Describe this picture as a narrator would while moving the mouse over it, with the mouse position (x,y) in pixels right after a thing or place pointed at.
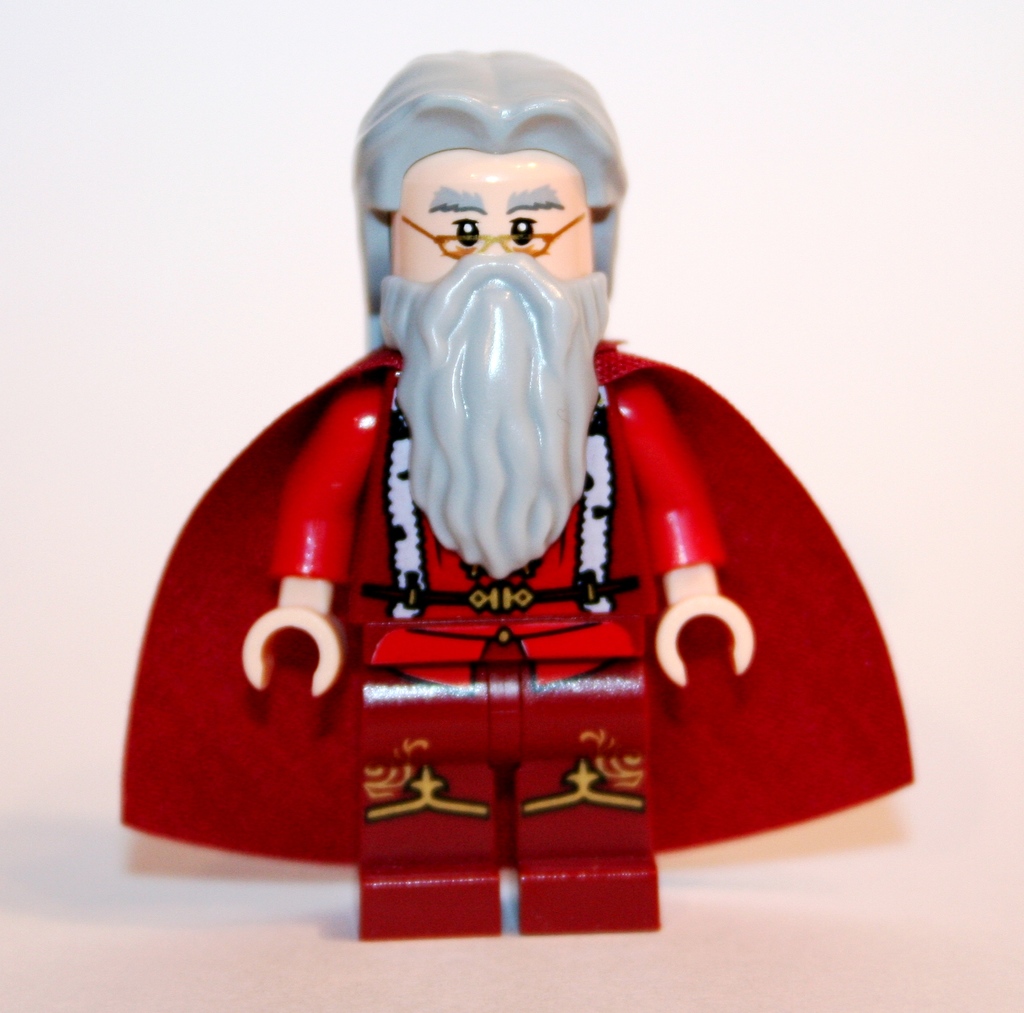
In this image, we can see a toy (350,625) and in the background (32,107), there is a white surface (654,331).
